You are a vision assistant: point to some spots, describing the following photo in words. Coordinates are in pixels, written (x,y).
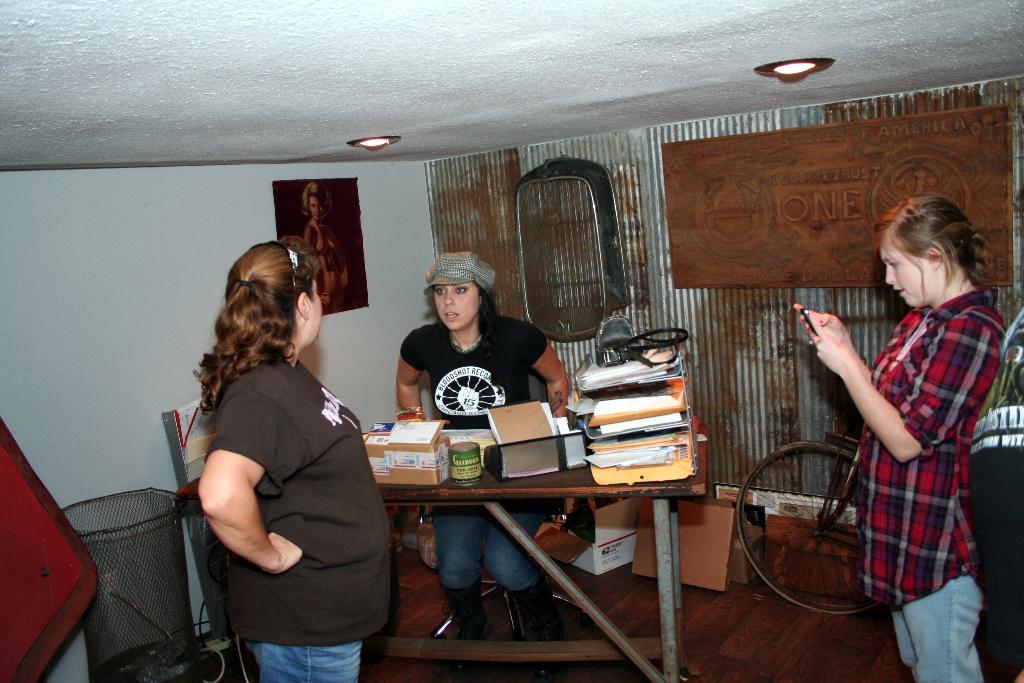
In this picture we can see one woman (496,366) sitting in front of the table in the middle of the picture (499,366), on right side of picture (912,385) we can see one woman (926,332) looking at mobile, there are some of the files (638,417) on the table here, on the left side of picture (325,480) there is a one more woman (299,443) in the background (185,327) we can see a wall (191,311) and a portrait (327,217) here, in the ceiling (372,156) we can see a light (382,140) and also we can see bicycle (818,524) in the background (789,531) and some of the boxes (626,538) here.
